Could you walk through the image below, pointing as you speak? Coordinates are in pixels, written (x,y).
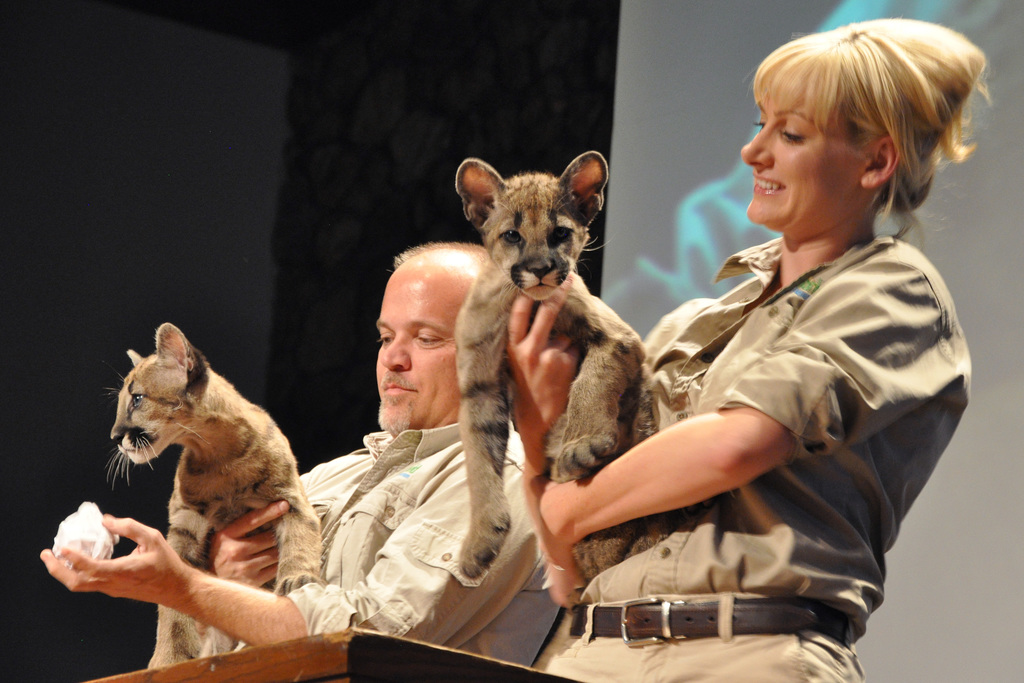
In the picture we can see a man (407,561) and a woman (888,340) standing and they are holding animals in their hands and behind them, we can see a wall (965,521) which is black in color and some part is white in color with some painting (850,16) on it.
